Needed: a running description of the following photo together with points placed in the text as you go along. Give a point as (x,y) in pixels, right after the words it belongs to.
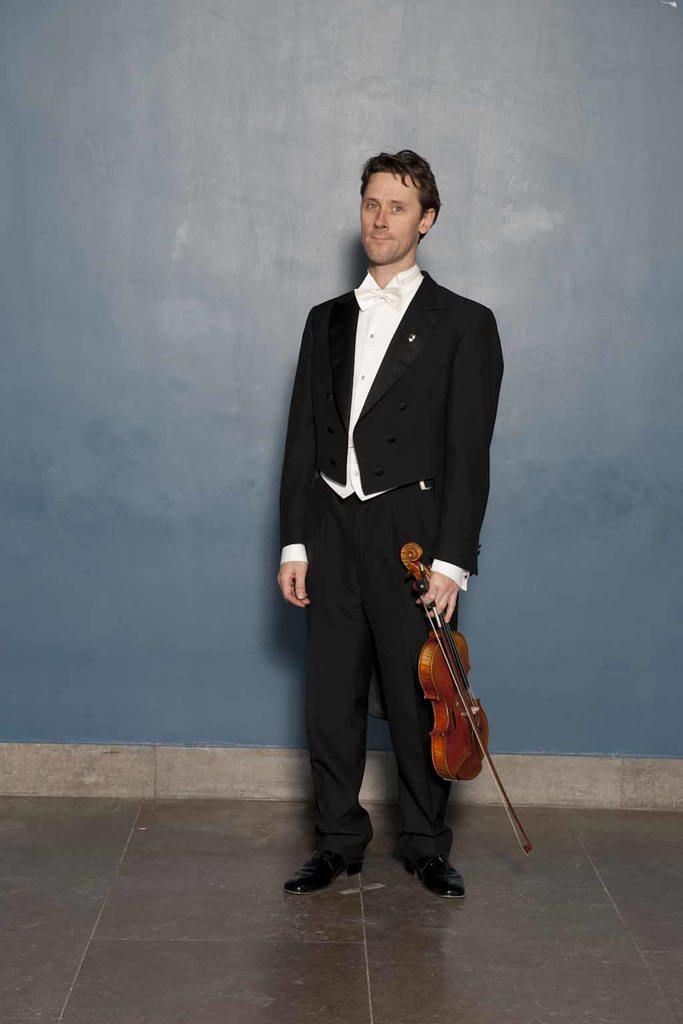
In this image i can see a man (454,533) standing holding a musical instrument (436,608) in his hand (436,608). In the background (134,236) i can see a wall (128,229).
